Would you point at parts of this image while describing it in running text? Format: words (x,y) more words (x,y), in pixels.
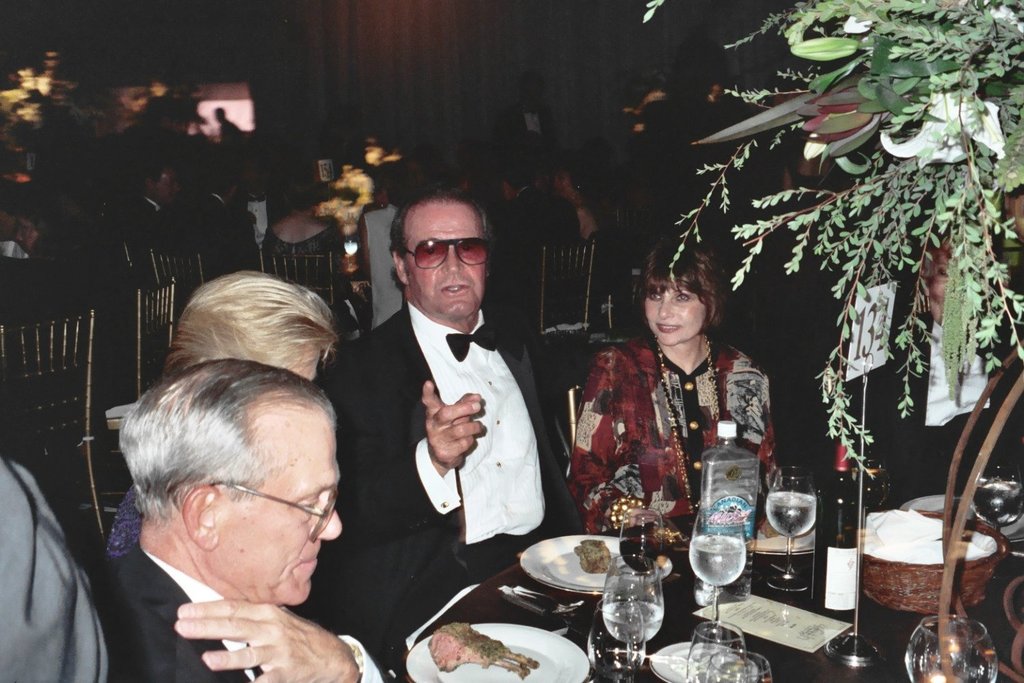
This picture is of inside. In the foreground (538,541) there are a group of persons (534,393) sitting on the chairs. There is a table (823,650) on the top of which food items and glasses (790,558) are placed. In the background (396,27) we can see a wall (269,151), chairs (88,332), tables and many number of people (569,173) sitting on the chairs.
